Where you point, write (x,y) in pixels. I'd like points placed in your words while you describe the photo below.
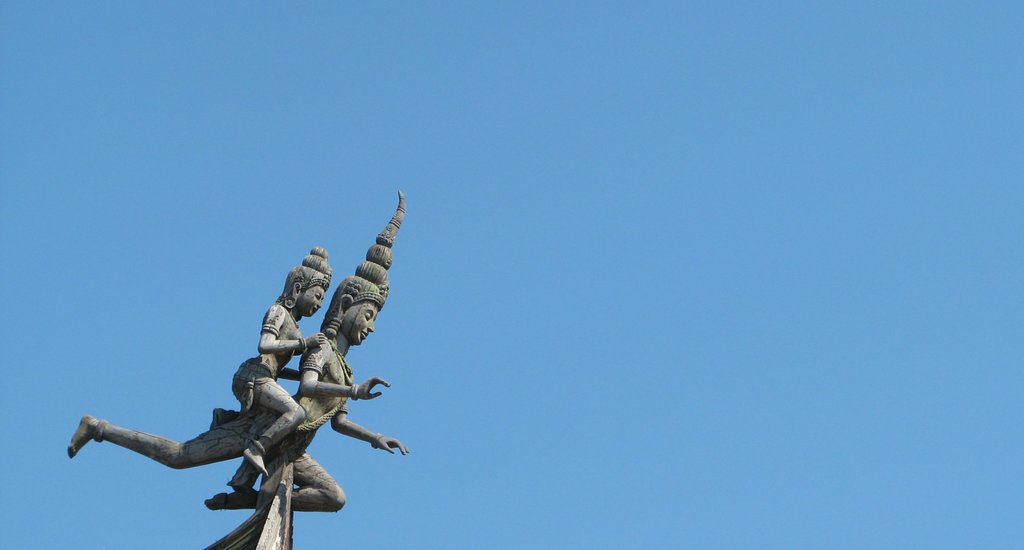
In this image there are two sculptures (314,397). In the background (636,236) there is sky (683,455).
